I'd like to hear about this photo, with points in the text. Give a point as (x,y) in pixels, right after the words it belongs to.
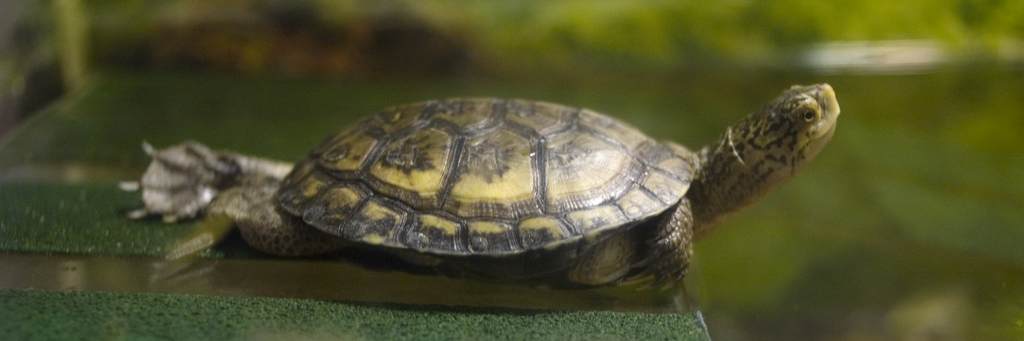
In the image I can see a tortoise (419,252) on a surface (458,305). The background of the image (522,46) is blurred.
